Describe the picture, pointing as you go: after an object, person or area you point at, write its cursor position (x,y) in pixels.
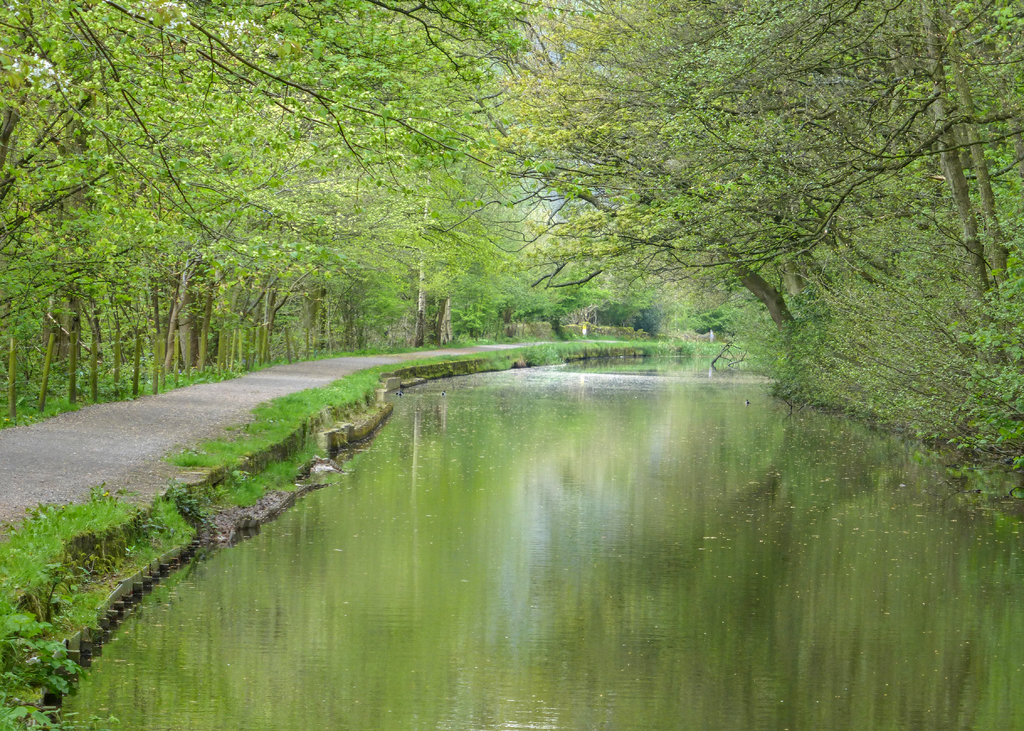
In this image I can see water (492,448), grass (50,525), a road (205,411) and number of trees (490,236).
